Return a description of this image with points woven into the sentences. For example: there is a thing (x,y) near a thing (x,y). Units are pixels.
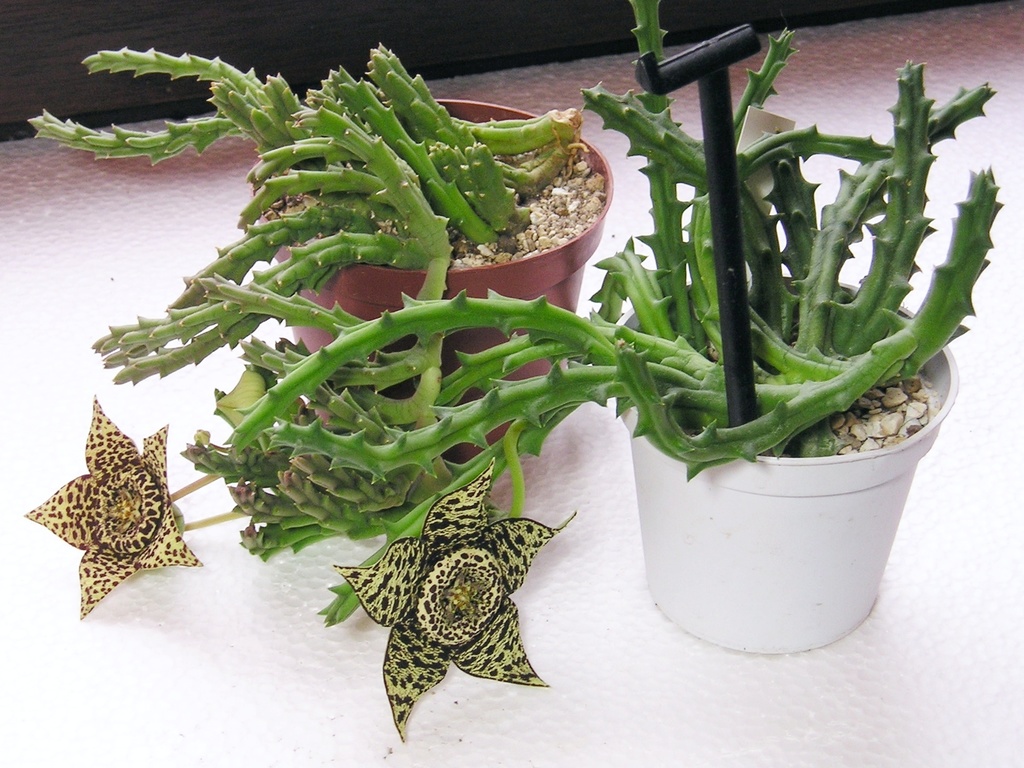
In this image we can see cactus plants (675,374) placed in the flower pots (553,287) and there are flowers (125,498).
